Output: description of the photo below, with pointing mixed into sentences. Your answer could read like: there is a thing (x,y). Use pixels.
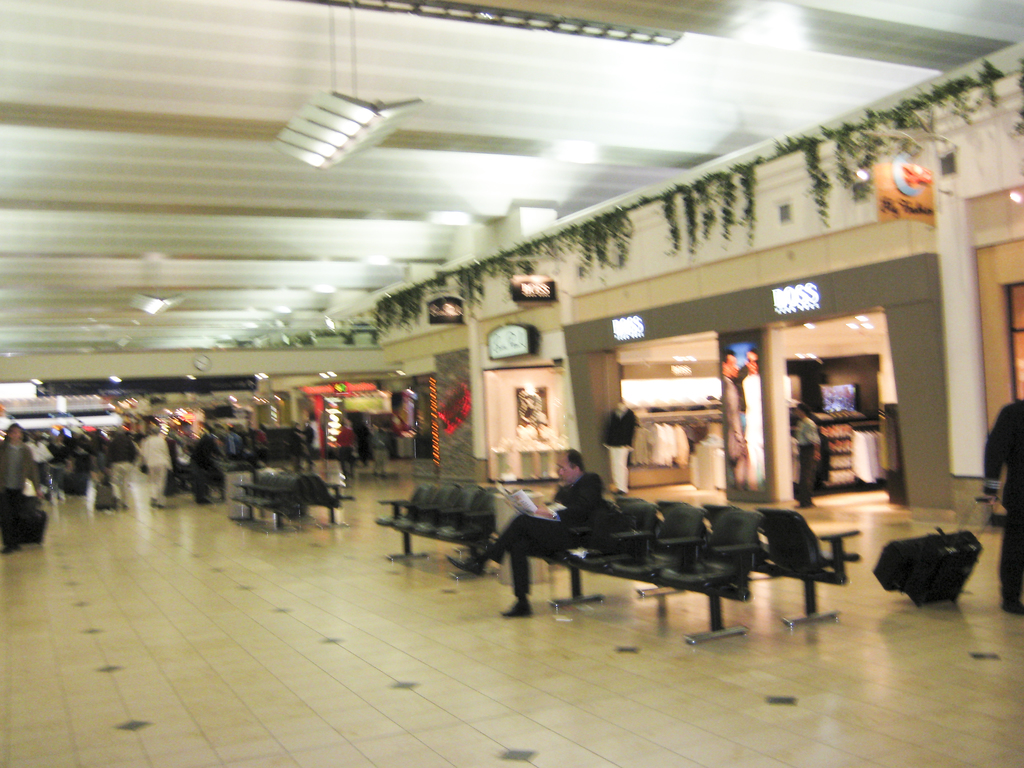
In this image I can see few chairs (706,568), few people (211,437), stores (386,383), lights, boards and one person (567,536) is sitting and holding something.
